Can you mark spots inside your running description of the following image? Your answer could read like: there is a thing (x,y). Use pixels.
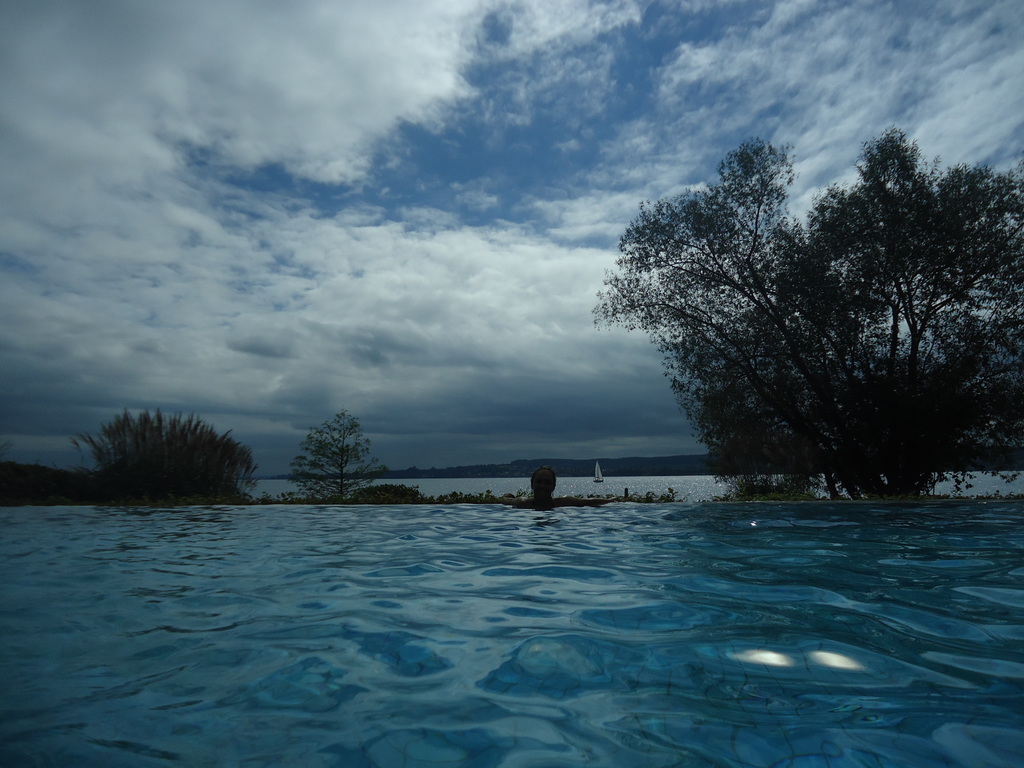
In this picture I can see the water (530,517). I can see trees (686,341). I can see the boat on the water (598,485). I can see clouds (438,220) in the sky (476,209).
